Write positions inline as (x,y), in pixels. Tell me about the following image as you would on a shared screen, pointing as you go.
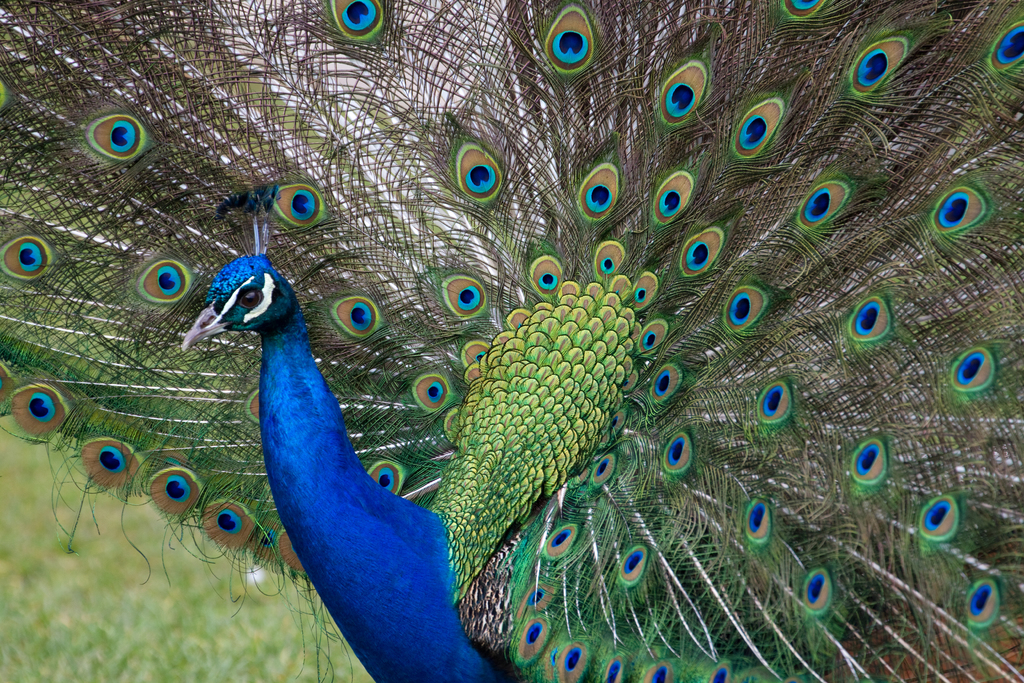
In this image, we can see a peacock (557,476). Left side (213,664) bottom corner, we can see blur view. Here it is greenery (147,654).
